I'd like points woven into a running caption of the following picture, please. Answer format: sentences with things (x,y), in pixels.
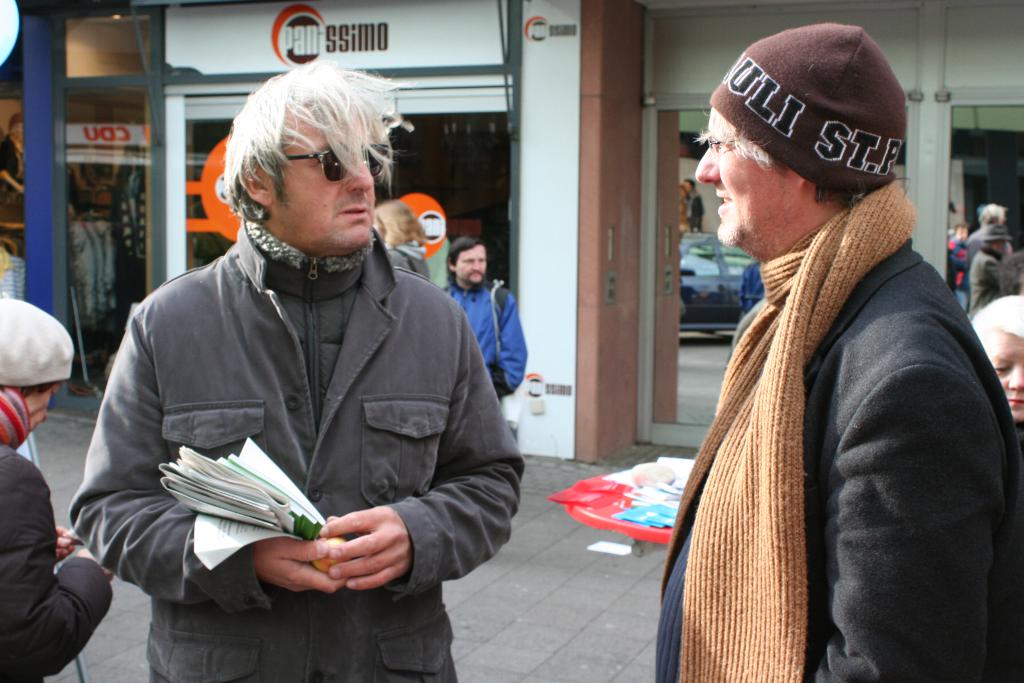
In this picture I can see there are few people (38,529) and among them these two persons (137,523) are wearing sweater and goggles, this person (314,478) is holding papers (267,492) and there are stores (485,208) in the backdrop (568,209) and there are glass doors (475,188) to it.
